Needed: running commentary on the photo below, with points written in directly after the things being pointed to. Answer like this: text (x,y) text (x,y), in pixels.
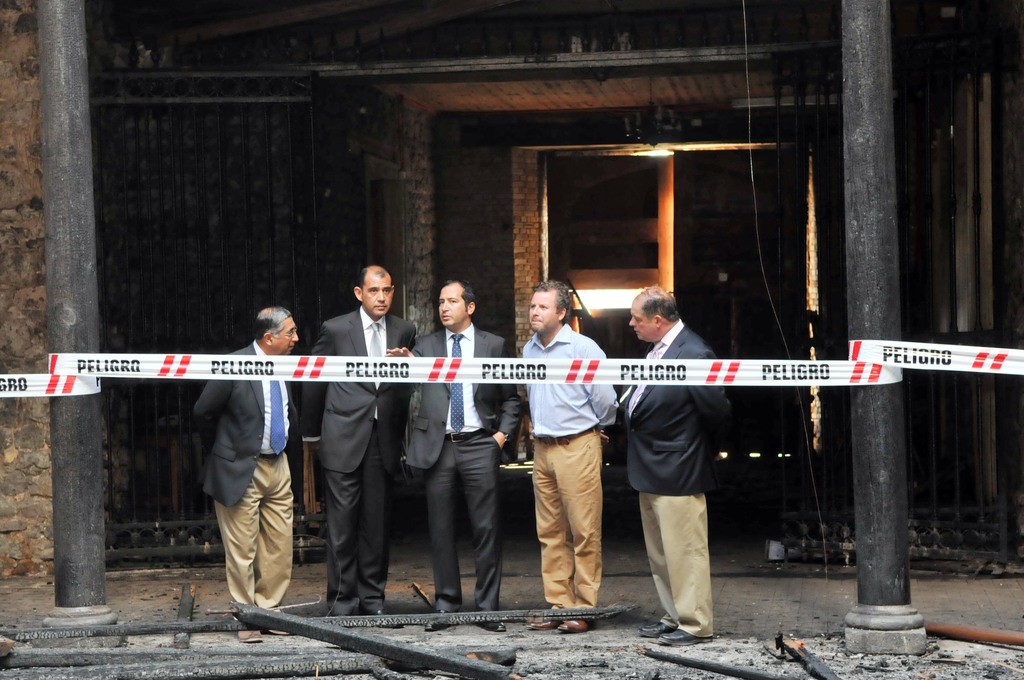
In this picture we can see there are a group of people (540,508) are standing and in front of the people (504,398) there is a tape (600,365). Behind the people (365,442) there is a wall (130,192) and at the top (645,123) there is a light (658,151).
